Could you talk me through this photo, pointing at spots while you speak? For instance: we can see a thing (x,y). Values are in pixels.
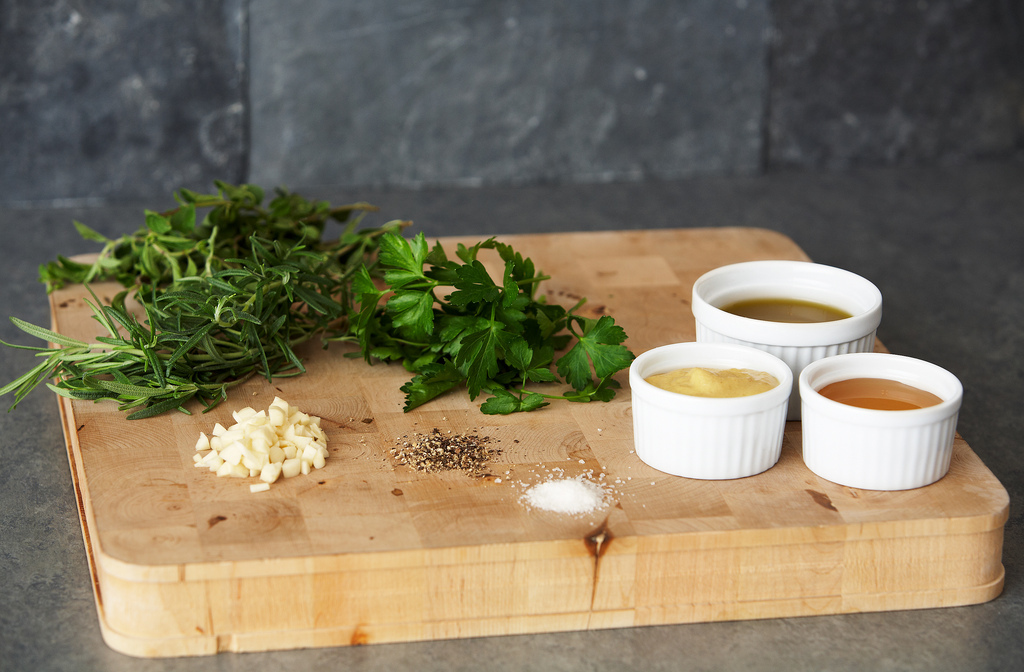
In this image we can see a wooden board (941,603) and there are sauces (807,412), garlic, pepper (417,466), salt (597,505), thyme (250,302) and coriander (443,332) placed on the wooden board (539,479). In the background (495,167) there is a wall (413,90).
